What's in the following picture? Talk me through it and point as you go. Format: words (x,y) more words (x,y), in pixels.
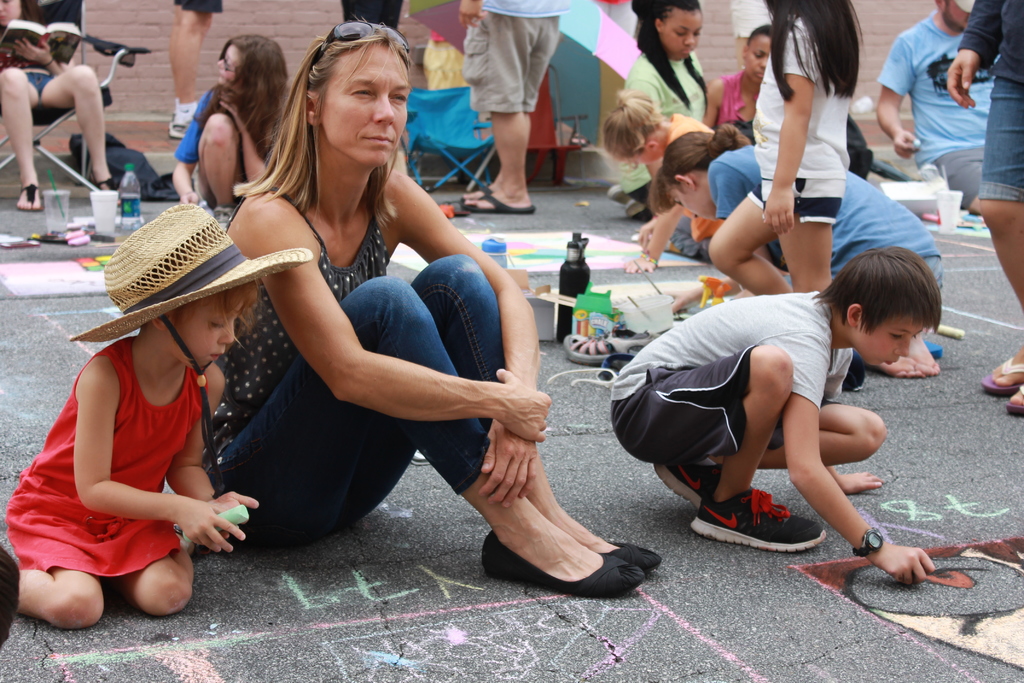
In this image I can see number of people (440,230) where few are sitting on the ground (74,283) and few are standing. In the background (574,86) I can see an umbrella (562,78), few bottles (564,330), few glasses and few other things (932,346) on the ground (35,285). On the left side of this image (77,90) I can see one person (11,3) is sitting on a chair (113,76).
